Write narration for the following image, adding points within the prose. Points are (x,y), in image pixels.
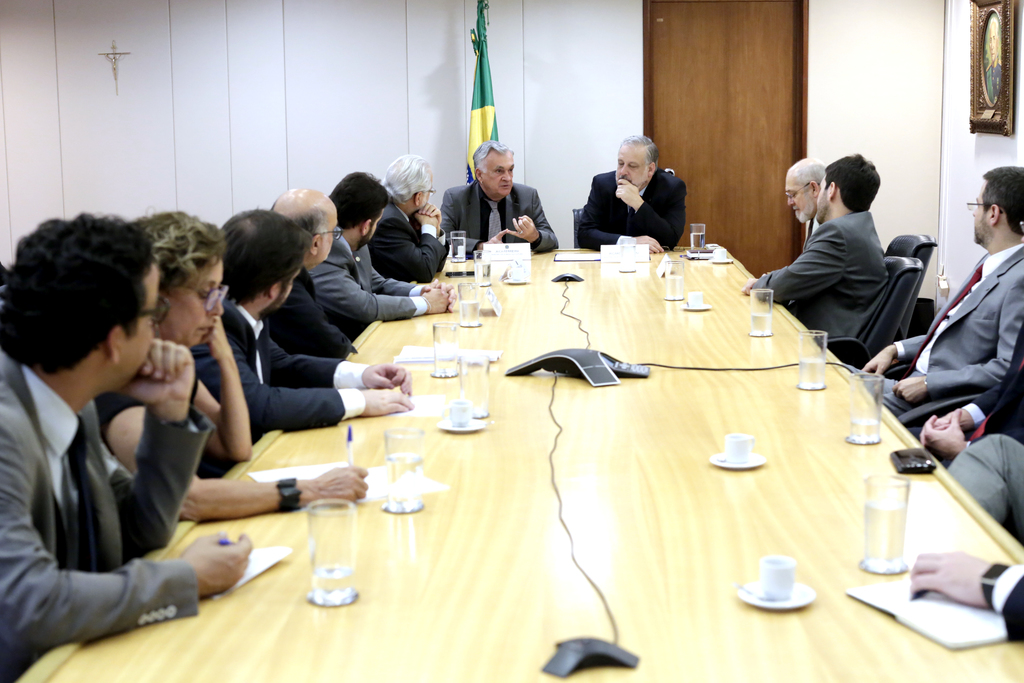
This picture shows a conference Hall (338,280) in which many people (429,242) were sitting around the table (911,555). There is a water glass (876,531), cup (792,569) and saucer (763,593) and some wires (563,293) on the table (563,390). In the background (469,169) there is a green colored flag (481,114) and we can observe a wall (571,86) and a door (708,73) here.
